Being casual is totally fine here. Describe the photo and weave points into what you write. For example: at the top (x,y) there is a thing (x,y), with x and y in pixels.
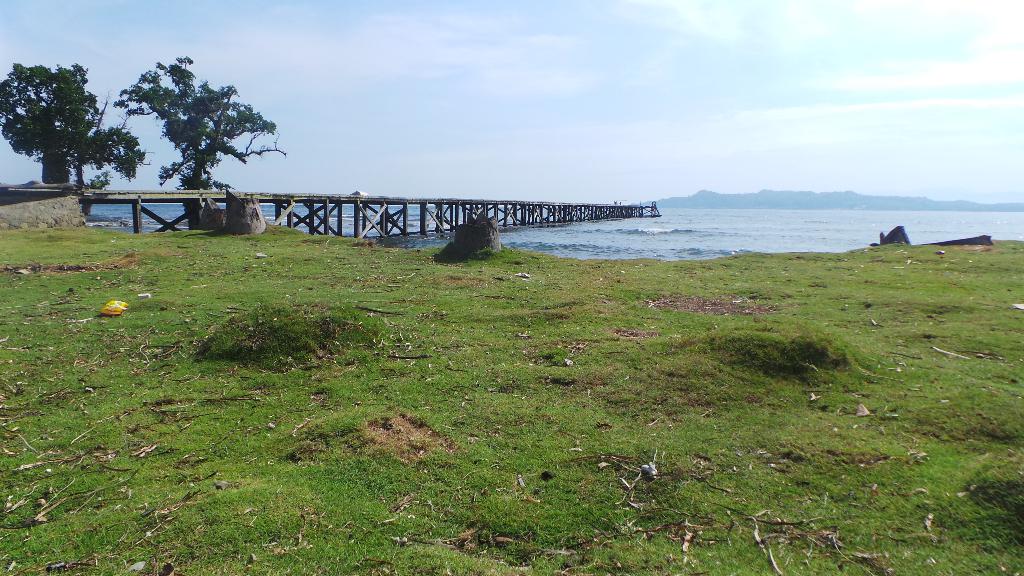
At the bottom of the image (228,411) there is grass (263,300). On the left (91,137) there is a walkway (601,212) and trees (166,178). In the background (638,243) we can see a sea (697,242), hills (732,202) and sky (801,153).
